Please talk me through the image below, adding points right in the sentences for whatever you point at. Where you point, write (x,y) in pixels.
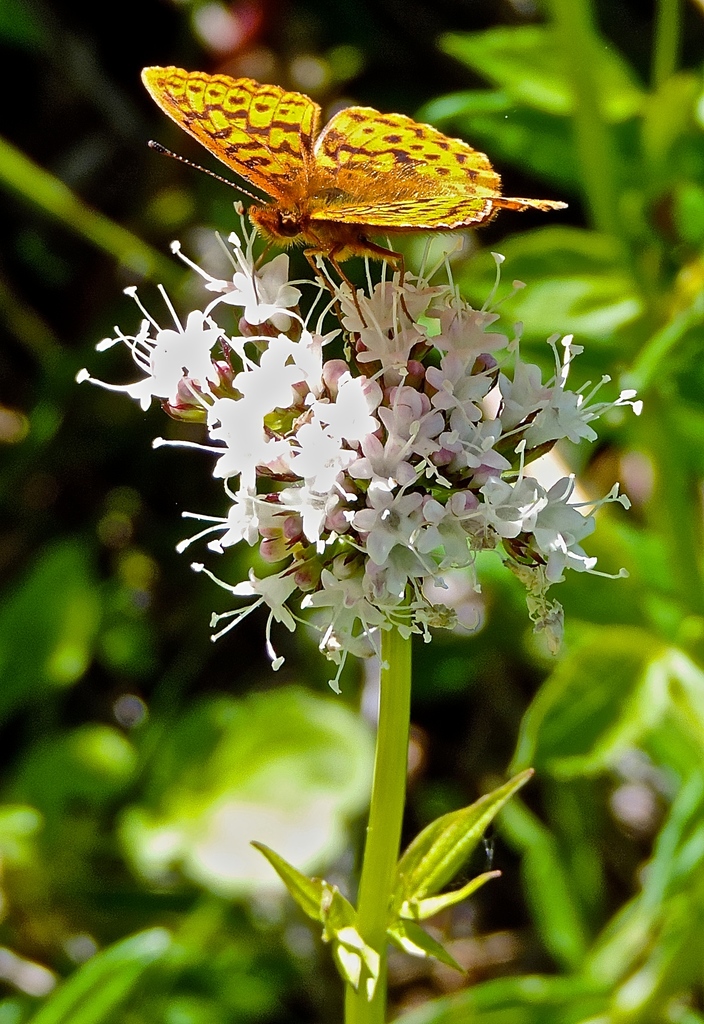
In the center of the image (363,441) there is a butterfly (314,237) on the flower plant (397,538). In the background (330,820) there are many leaves (529,808).
